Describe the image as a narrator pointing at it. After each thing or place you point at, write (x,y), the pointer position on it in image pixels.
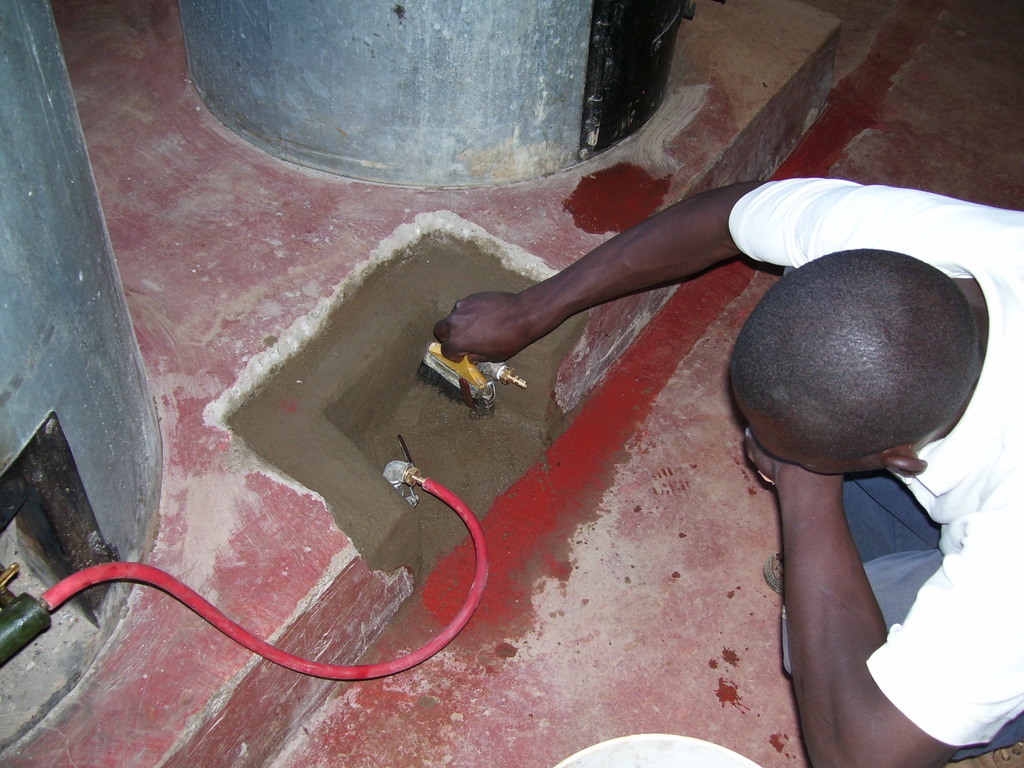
In this image we can see a man (922,292). He is holding a brush (449,368) in his hand (520,347). In front of the man (486,341), we can see two metal objects (2,429). There is a pipe (305,670) attached to one metal object (2,401). At the bottom of the image (644,752), we can see a white color object (672,740). In the background (650,377), we can see the floor (649,542).
